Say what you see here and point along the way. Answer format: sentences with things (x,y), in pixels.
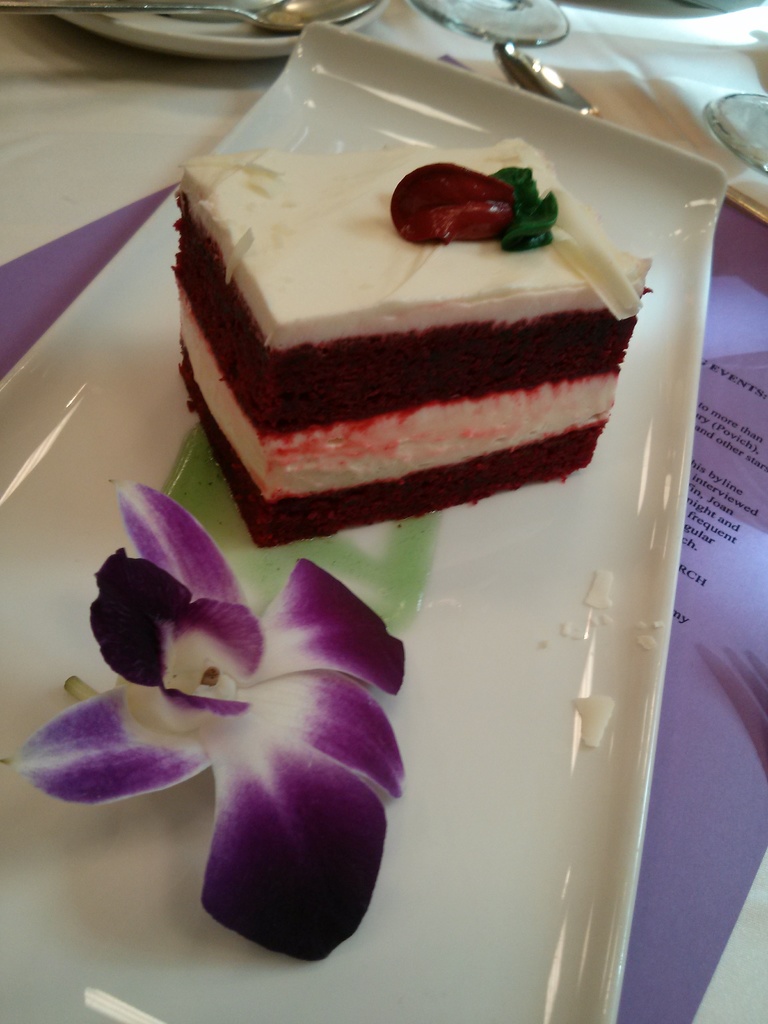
In this image there is a food item (231,417) on one of the plates (326,85), the plates (545,132) and spoons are on the table (217,131).
